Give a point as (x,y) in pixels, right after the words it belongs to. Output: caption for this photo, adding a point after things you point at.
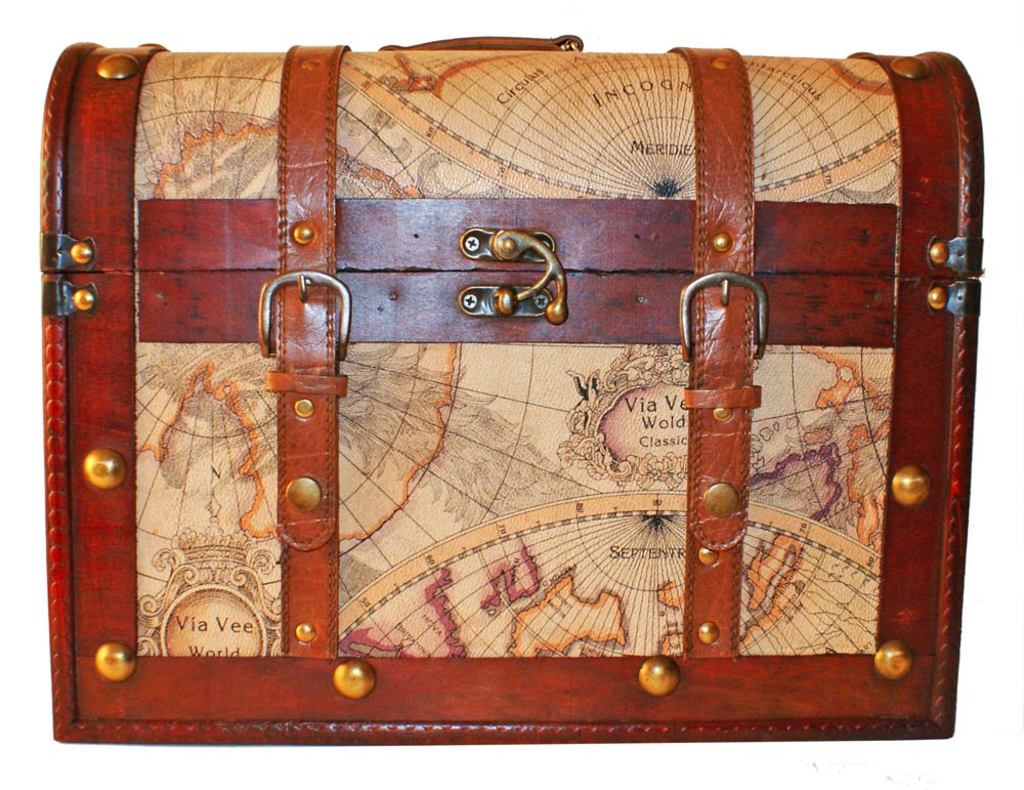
In this image i can see a box (424,393).
